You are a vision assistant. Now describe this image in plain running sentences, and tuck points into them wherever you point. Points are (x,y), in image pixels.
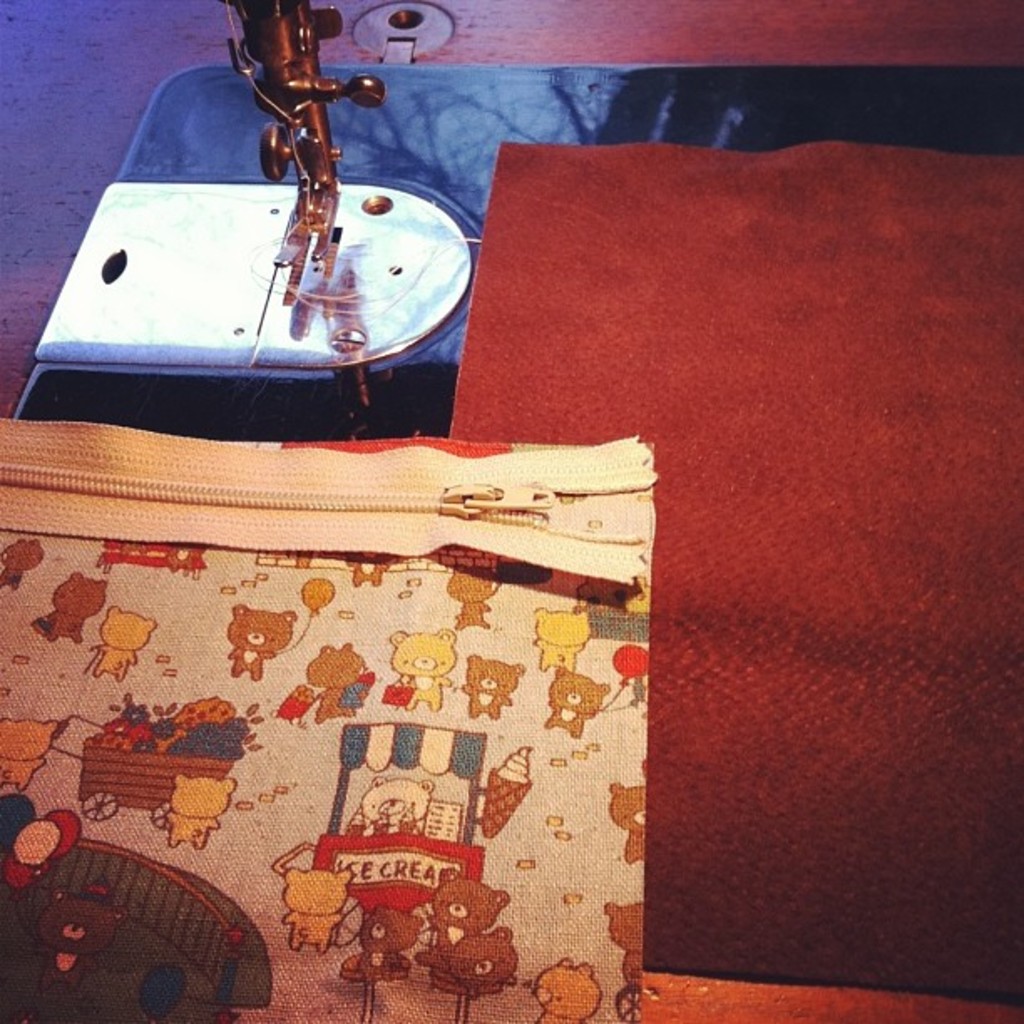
In this image we can see there is a cloth (491,627) on the sewing machine (315,395).
